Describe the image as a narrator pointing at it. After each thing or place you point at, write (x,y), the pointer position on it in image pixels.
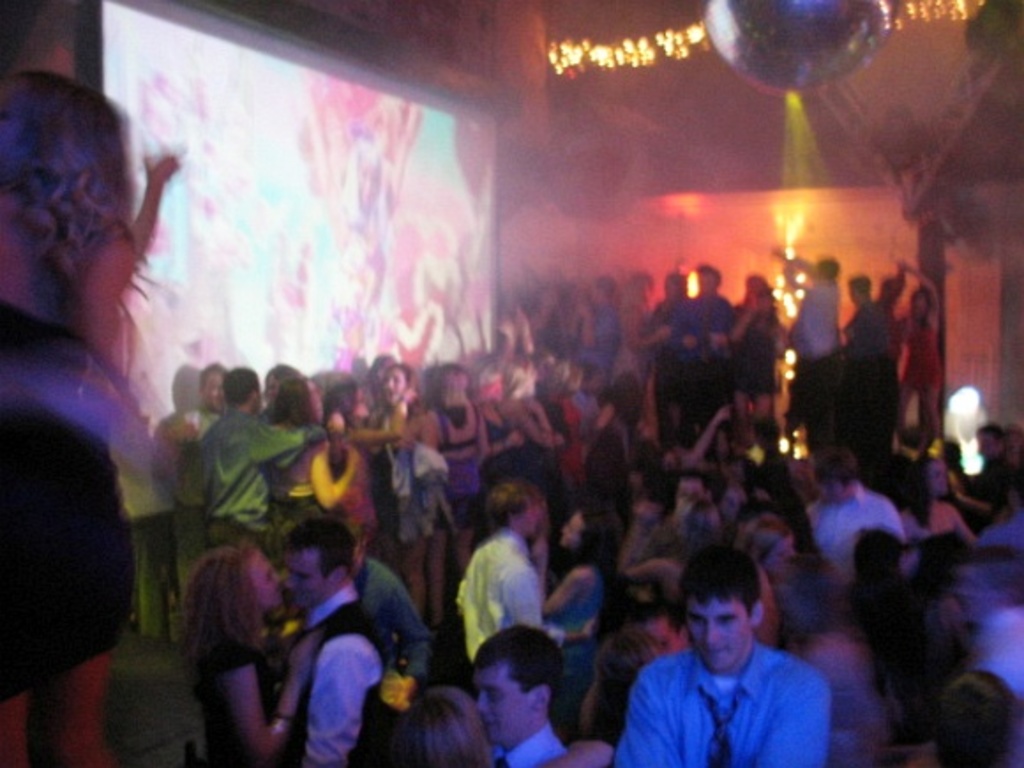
In this image I can see the group of people (656,498) with different color dresses (442,447). To the left (222,251) I can see the screen (284,213). In the back (657,230) there are many lights (638,45) and the wall (708,227).
